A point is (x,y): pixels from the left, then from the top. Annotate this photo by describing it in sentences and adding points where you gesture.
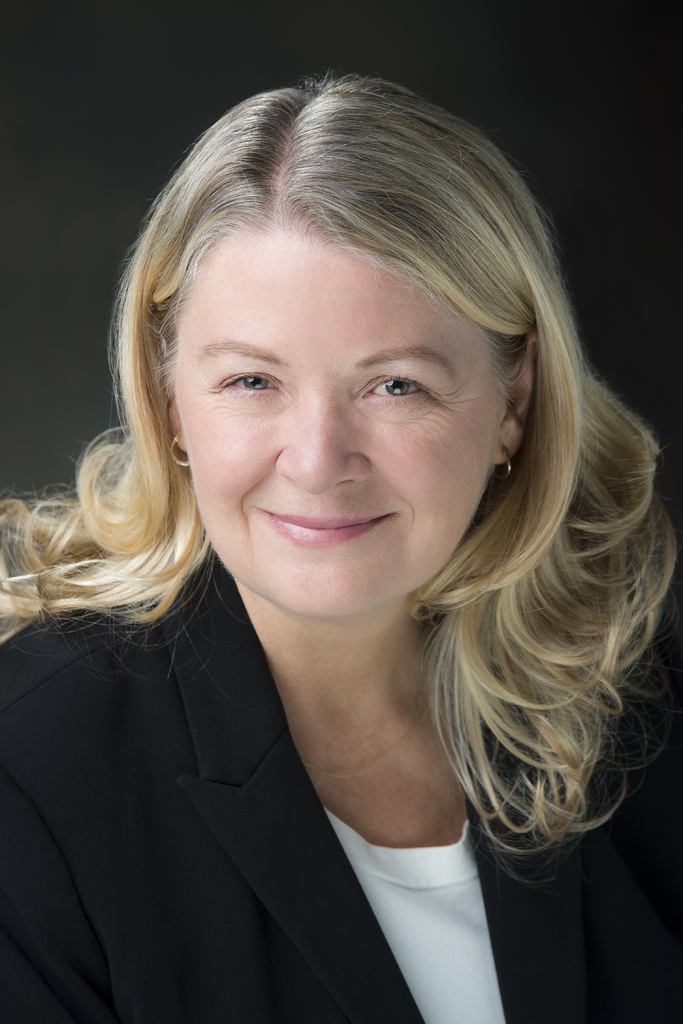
In this picture we can see a woman (368,662), she is smiling and in the background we can see it is dark.
